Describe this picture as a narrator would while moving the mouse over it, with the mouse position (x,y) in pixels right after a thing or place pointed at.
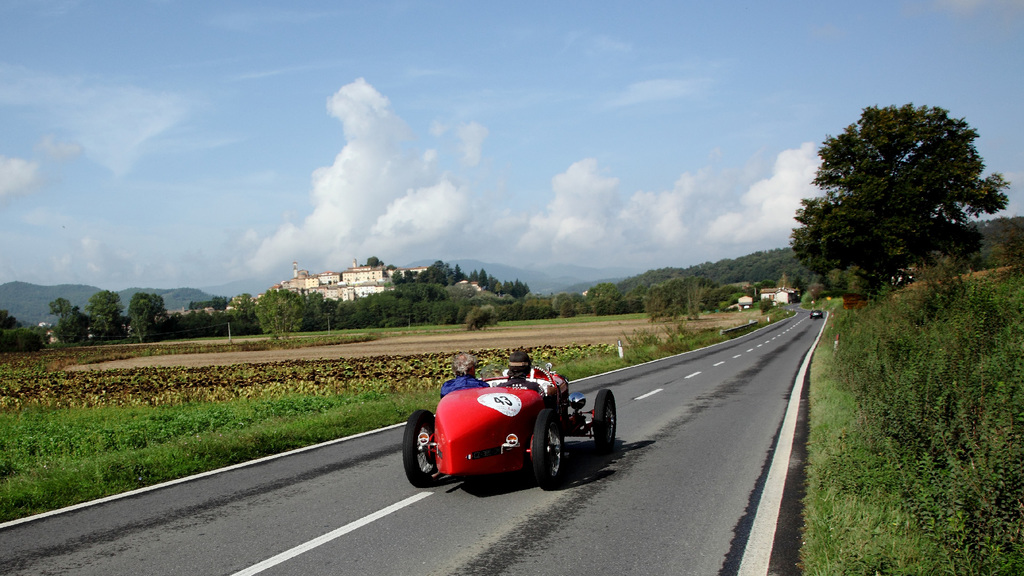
In the center of the image (492,375) we can see persons (522,381) in vehicle (552,440) on the road (737,478). On the right side of the image (869,238) we can see trees (850,241), vehicle (822,315), road (803,344) and plants (908,405). On the left side of the image (104,291) we can see buildings (343,294), trees (375,303) and plants (129,426). In the background (321,164) there are clouds (364,146) and sky (479,78).
